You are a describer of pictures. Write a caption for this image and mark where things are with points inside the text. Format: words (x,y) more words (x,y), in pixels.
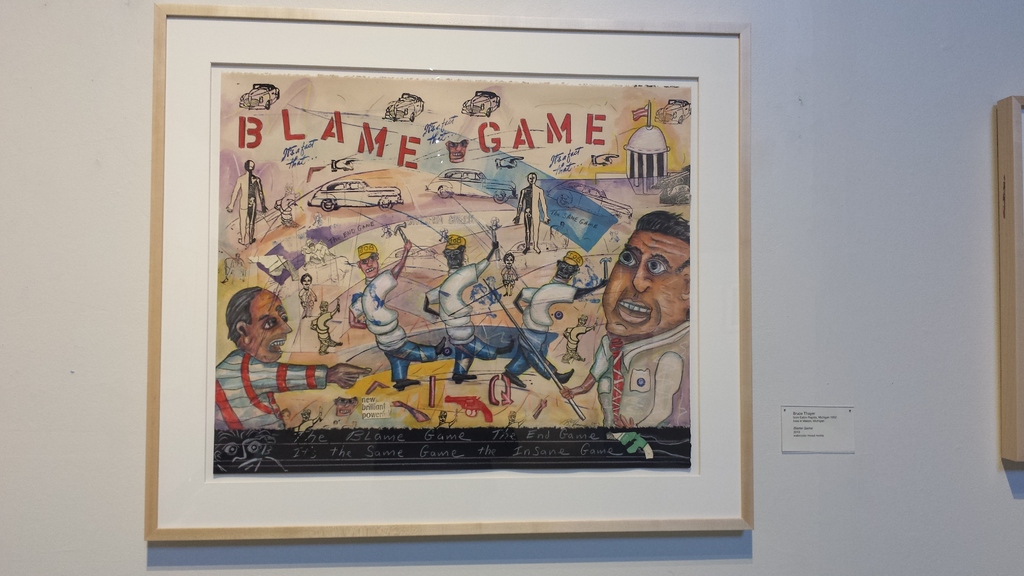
In this image I can see a white colored wall (63,235) and a photo frame (245,296) attached to the wall (130,563). To the right side of the image (1023,366) I can see another frame (1007,323).
